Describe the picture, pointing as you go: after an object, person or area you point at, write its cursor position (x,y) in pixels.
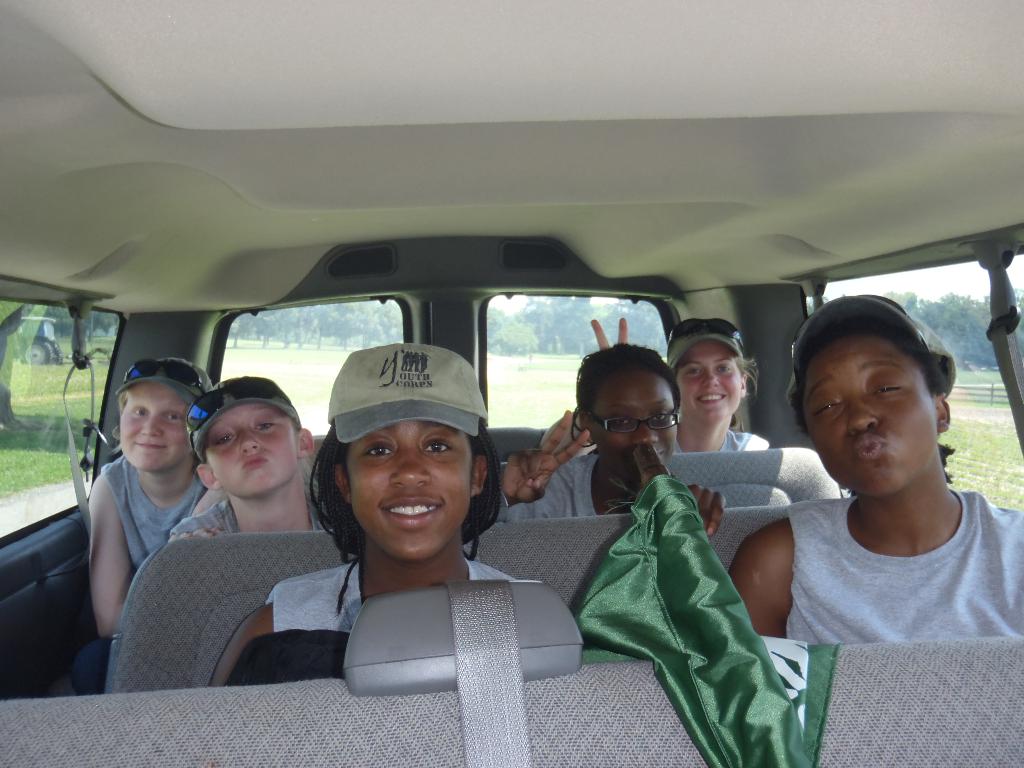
In this image I see 6 children (922,557) and some of them are smiling and they are in a vehicle (97,116). In the background (35,375) I see the grass (32,396) and few trees (988,359).
